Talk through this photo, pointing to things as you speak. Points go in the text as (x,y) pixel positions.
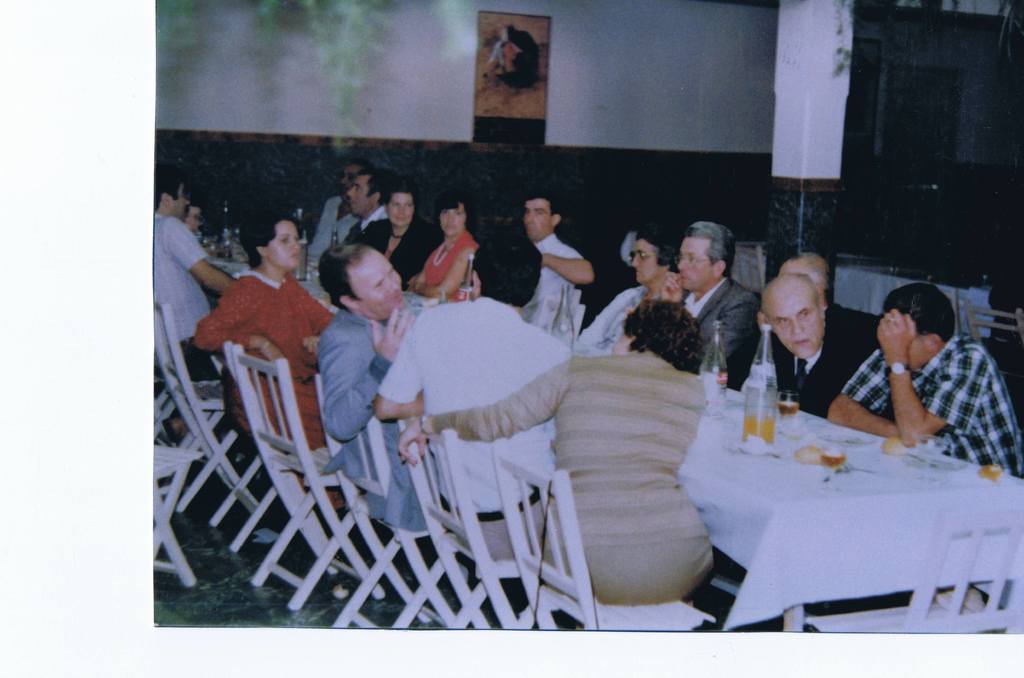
Group of people (303,335) sitting on the chair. We can see bottle (756,421), glass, cloth (737,523) on the table (782,476). On the background (470,94) we can see wall (578,10), poster (497,102).
